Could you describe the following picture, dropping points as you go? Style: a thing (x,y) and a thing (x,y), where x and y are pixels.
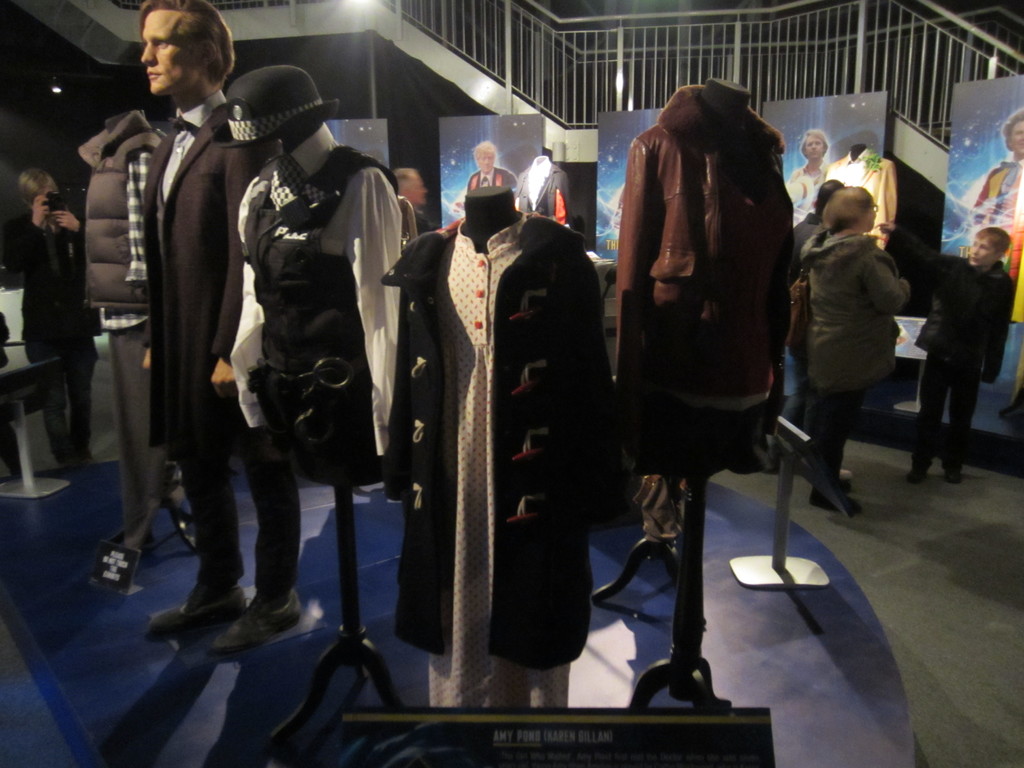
It is an exhibition there are different types of clothes (321,369) kept in an expo and the people (54,321) are watching the clothes (737,309) and the clothes (156,220) are worn by the mannequin (493,196), behind the mannequin (751,119) is there are big posters (969,123) of few people (1021,160) and in the background (622,83) there are stairs (622,83).
